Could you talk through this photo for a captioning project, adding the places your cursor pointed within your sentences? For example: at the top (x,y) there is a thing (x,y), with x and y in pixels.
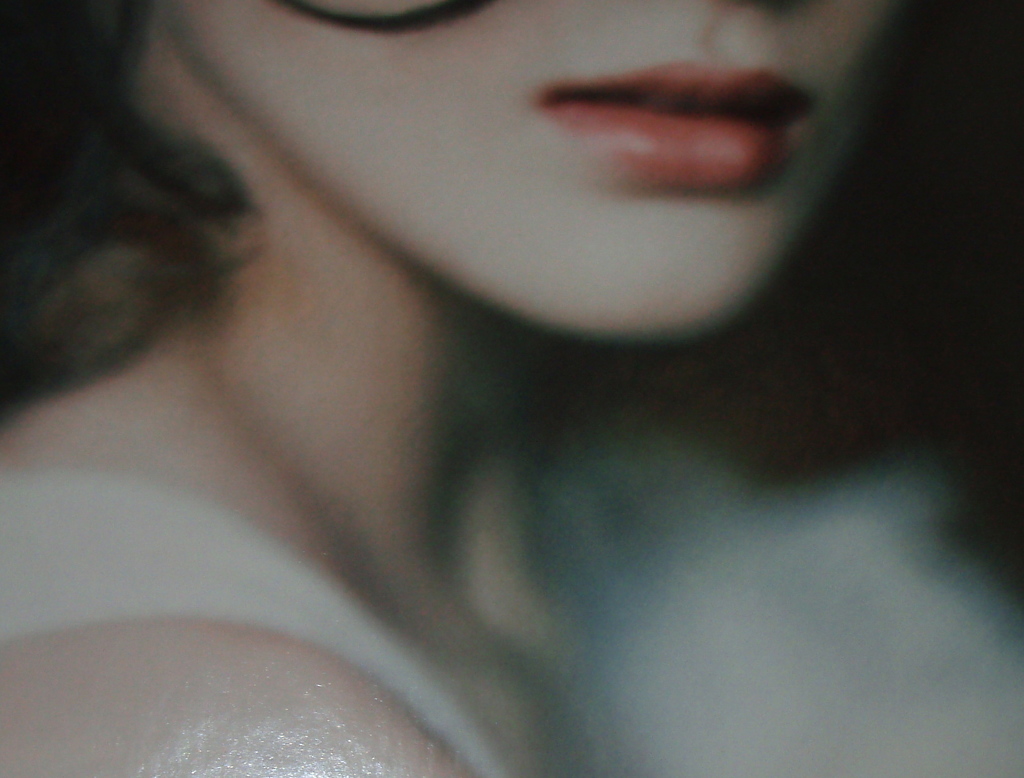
In this image there is a woman (367,492).
